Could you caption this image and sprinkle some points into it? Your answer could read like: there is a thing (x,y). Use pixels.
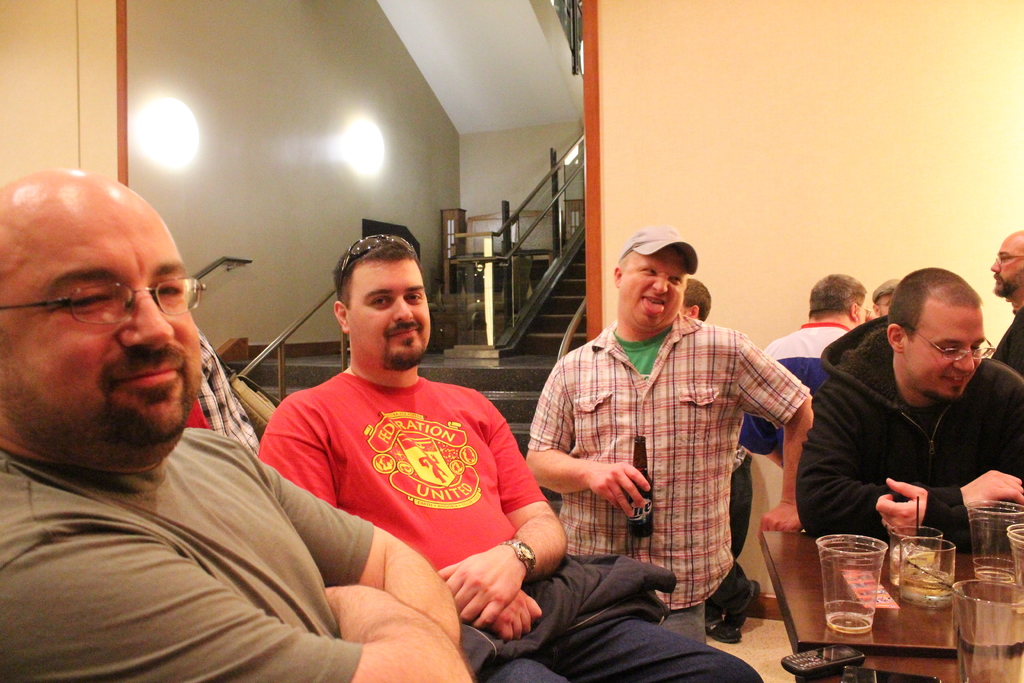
In the image there are many men (442,522) sitting in front of table (774,563) with glasses (956,597) on it, in the back (323,260) there are steps (525,346) beside the wall (388,48) with lights (149,154) on it, in the middle (676,443) there is a man (660,263) in cap (668,235) and holding a beer bottle (637,522).
